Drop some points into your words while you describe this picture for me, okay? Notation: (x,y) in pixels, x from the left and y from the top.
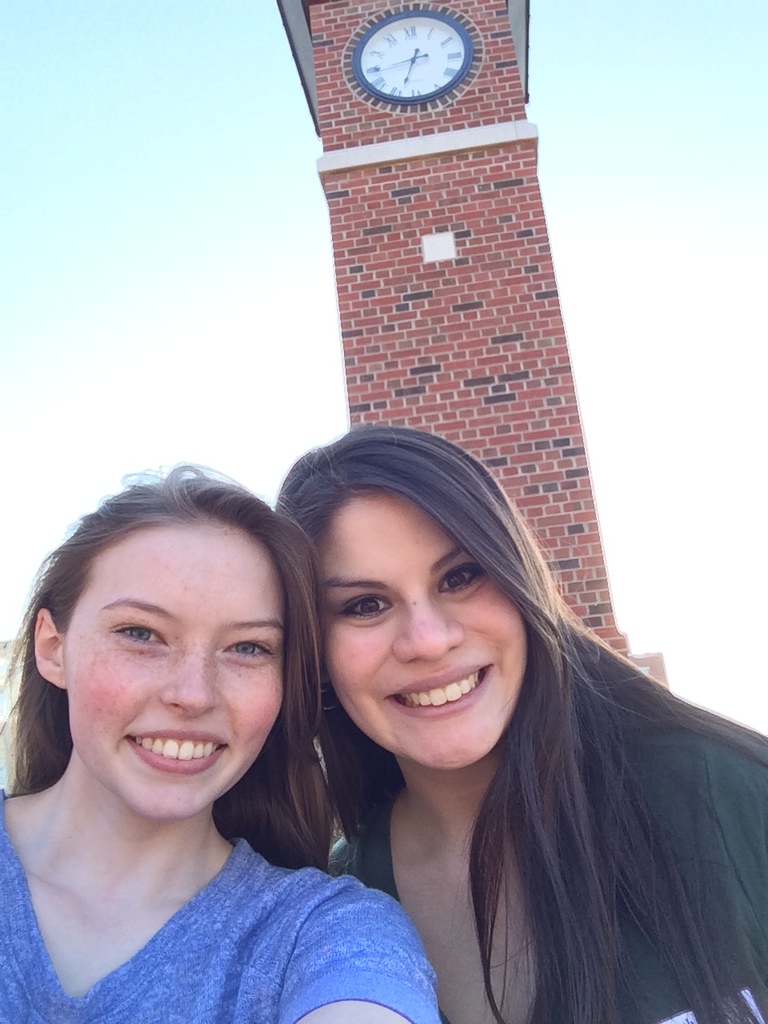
Here I can see two women (310,802) wearing t-shirts (302,909), smiling and giving pose for the picture. At the back of these people (387,486) I can see a clock tower (470,248). On the top of the image (217,93) I can see the sky (109,129).
